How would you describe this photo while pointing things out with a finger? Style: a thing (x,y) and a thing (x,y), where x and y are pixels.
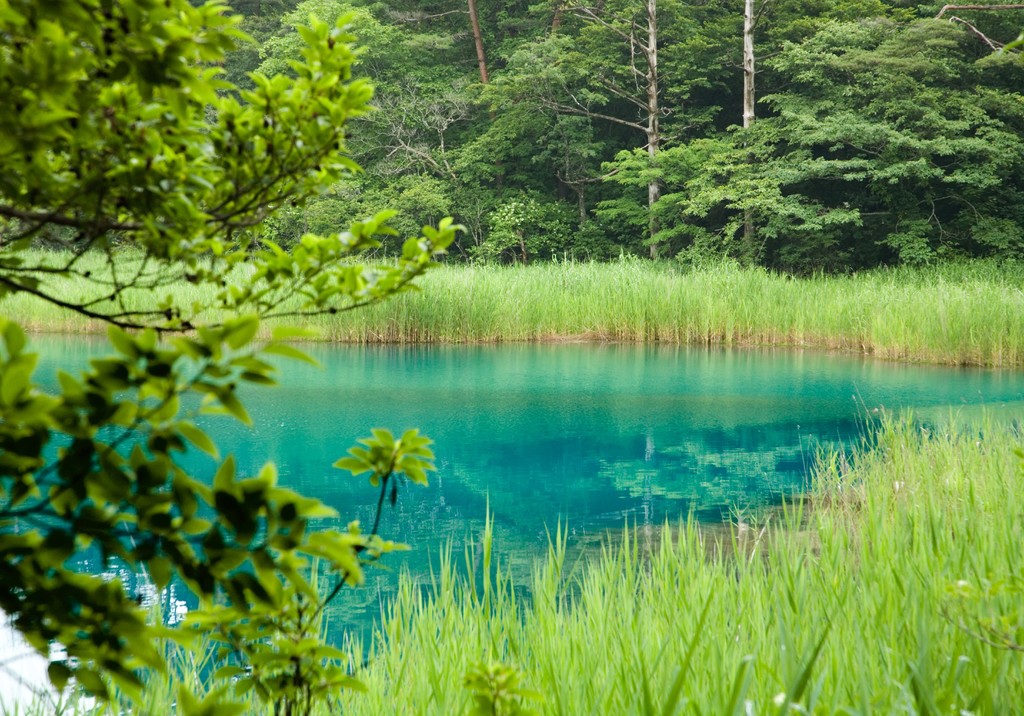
In the center of the image (583,410), we can see a pond (567,440) and in the background (489,134), there are trees (241,84) and at the bottom (779,653), there is grass (786,611).
